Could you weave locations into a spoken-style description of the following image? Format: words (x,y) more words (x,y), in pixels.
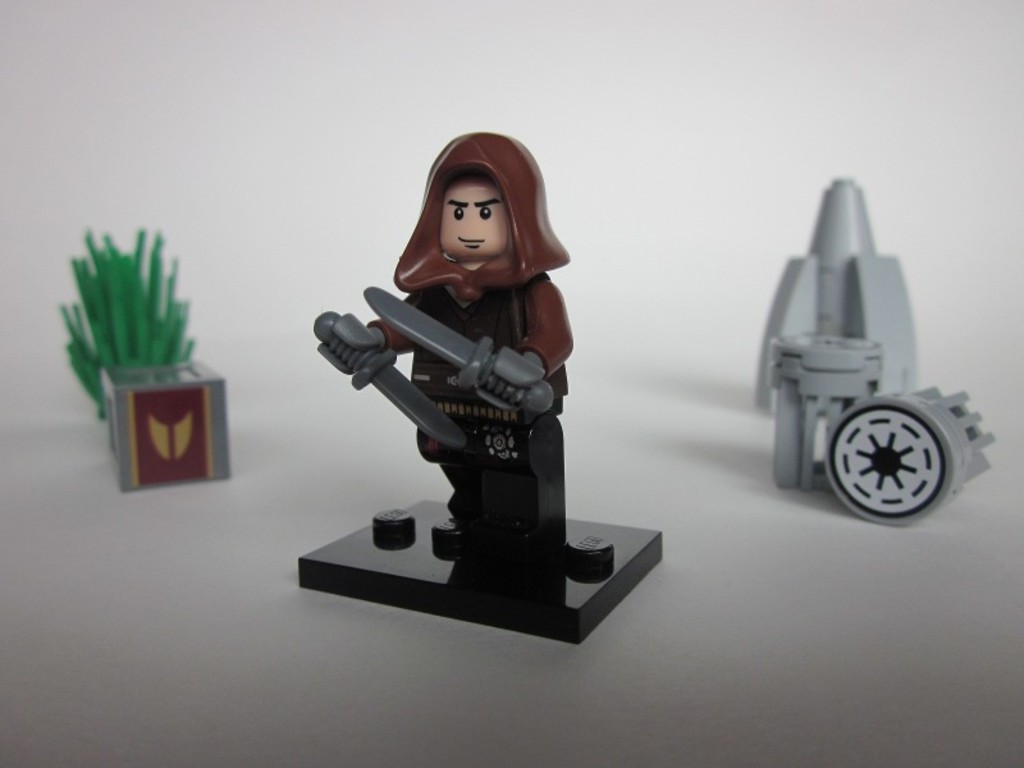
In this picture we can see toys (927,453). Remaining portion of the picture is in white color.
